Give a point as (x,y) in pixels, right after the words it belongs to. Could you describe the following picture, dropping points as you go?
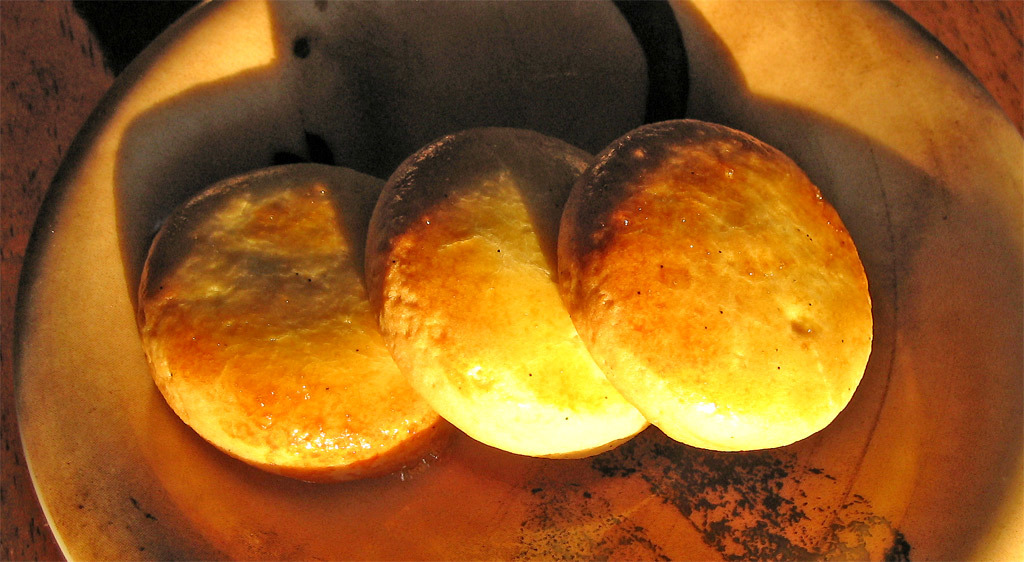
In this image there is a food item (459,320) in a plate (109,458) which was placed on a table (59,63).
